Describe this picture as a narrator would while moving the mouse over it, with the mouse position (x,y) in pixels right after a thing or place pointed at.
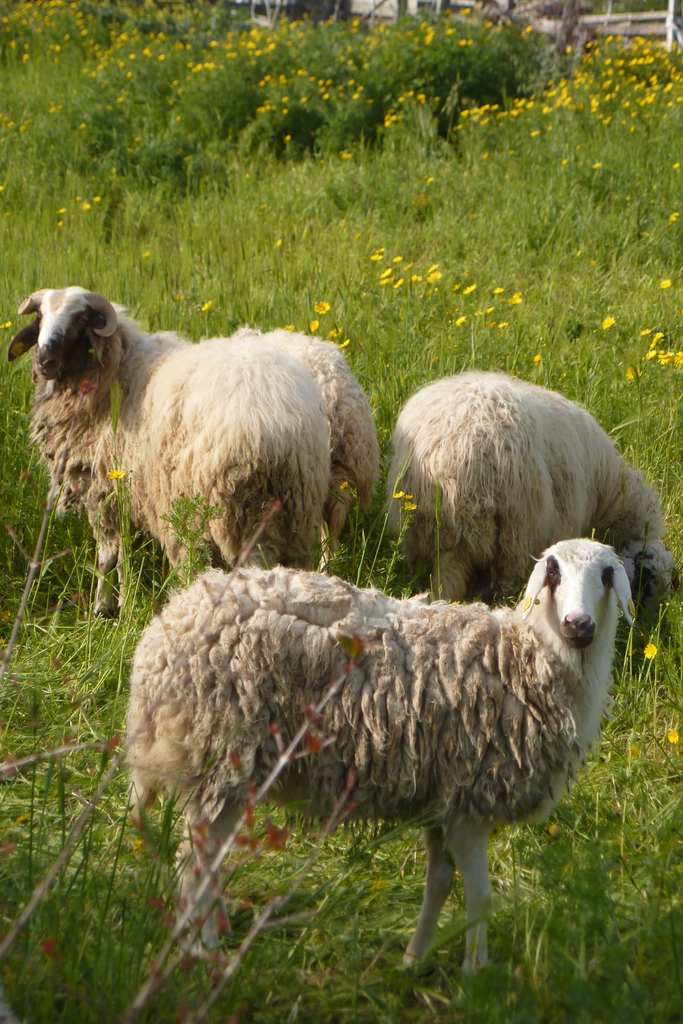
In this image I can see four sheep (225,629). At the bottom of the image (213,966) I can see the grass (356,935) and in the background (340,70) there are some plants (113,69) and yellow color flowers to it.
